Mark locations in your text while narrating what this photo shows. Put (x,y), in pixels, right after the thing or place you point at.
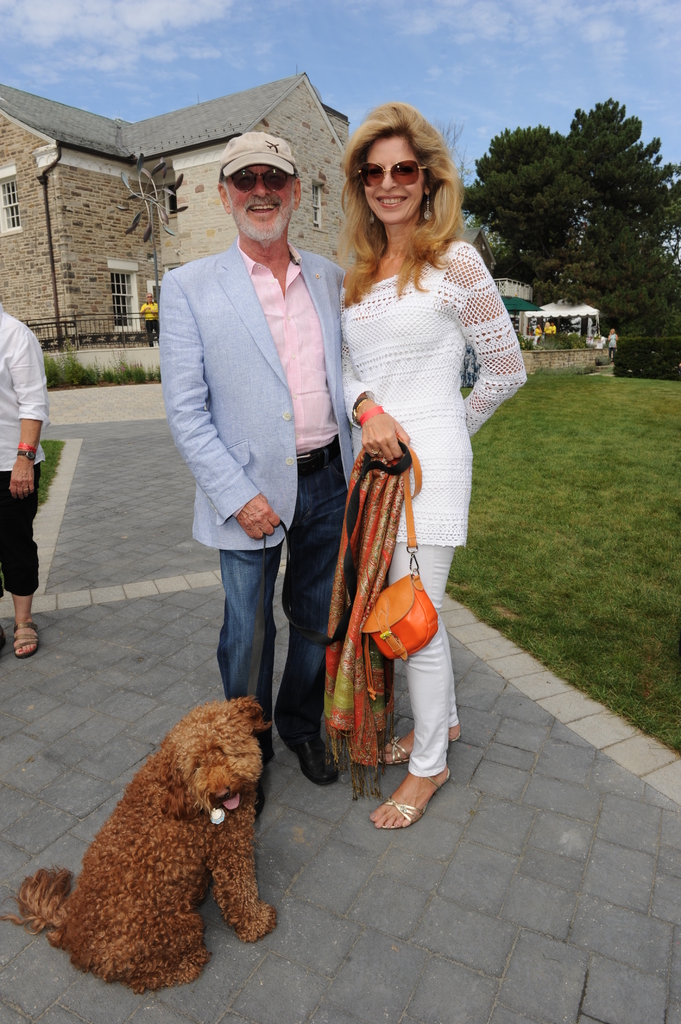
In this image we can see two persons (217,334) are standing on the ground (126,510) and there is a dog (223,753) in front of them. In the background (485,150) we can see trees (596,264), building (340,132) and sky (464,98).
